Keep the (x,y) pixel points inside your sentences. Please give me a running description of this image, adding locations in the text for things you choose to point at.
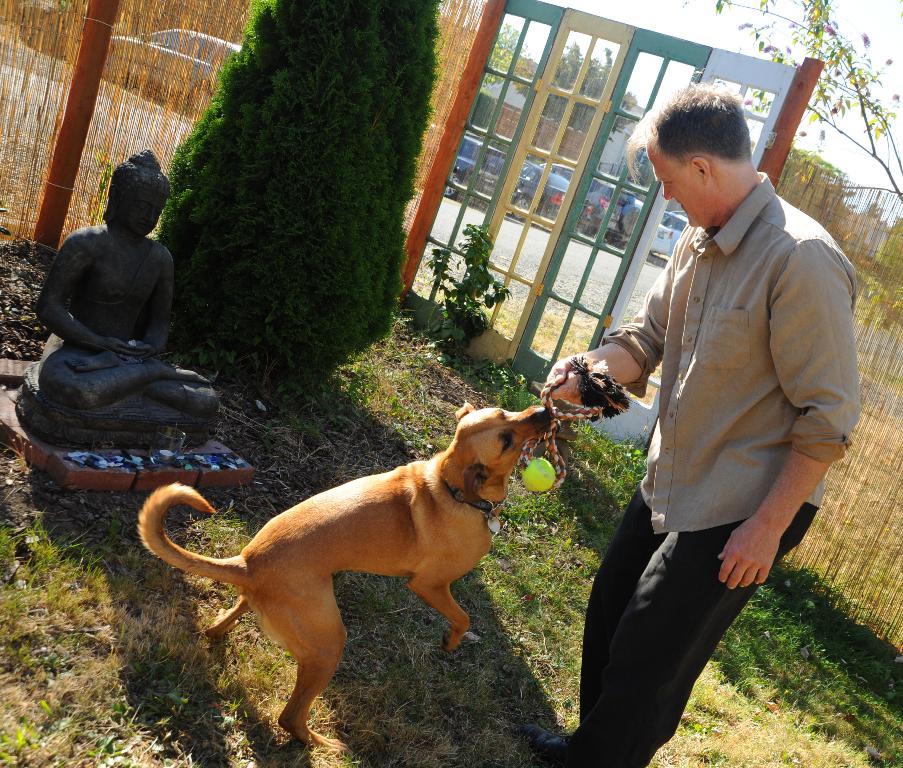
In this image i can see a man (714,294) and a dog (446,591) on the ground (353,587). I can also see there is a tree (317,182) and few vehicles (454,178) on the road (514,224).
